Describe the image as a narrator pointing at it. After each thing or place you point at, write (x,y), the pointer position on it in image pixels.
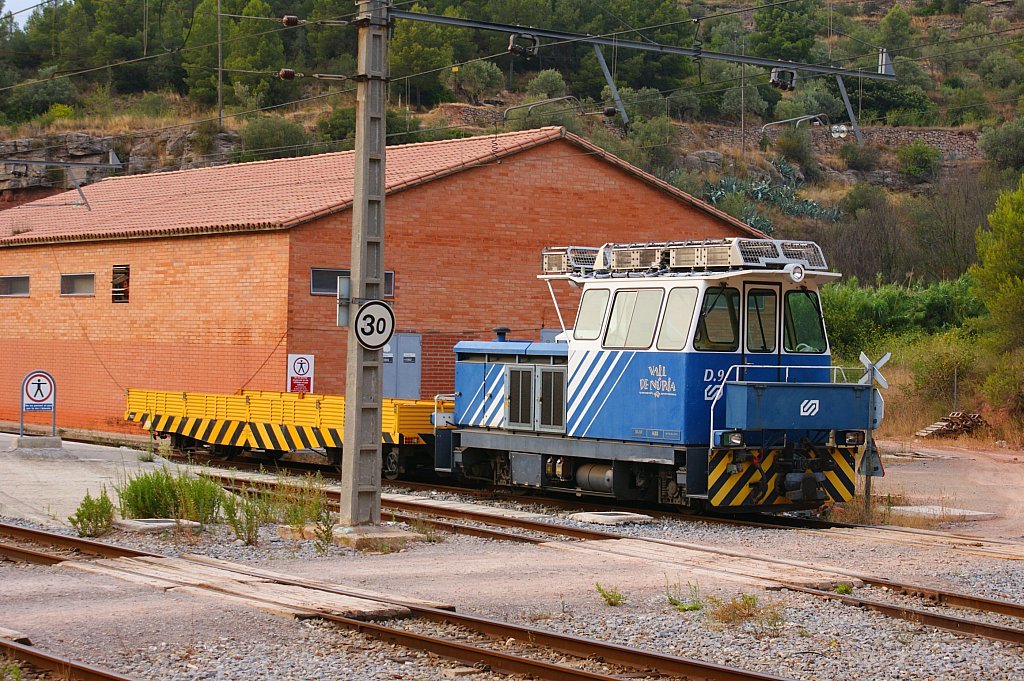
In this picture I can see railway tracks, there are boards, plants (299,498), there is a shed (552,187), there are cables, and in the background (500,59) there are trees (467,56).
